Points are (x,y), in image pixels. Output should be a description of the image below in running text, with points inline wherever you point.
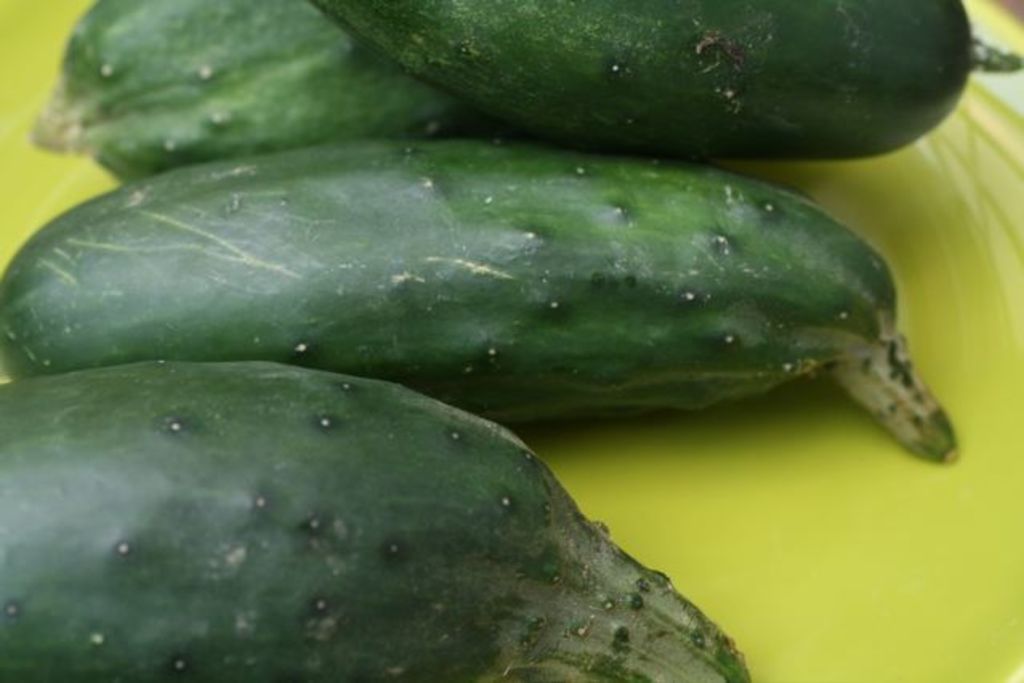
This is a picture of a vegetable (421,254). This vegetable (404,361) is in green color and it is kept on a plate (1010,246), which is in yellow color.
